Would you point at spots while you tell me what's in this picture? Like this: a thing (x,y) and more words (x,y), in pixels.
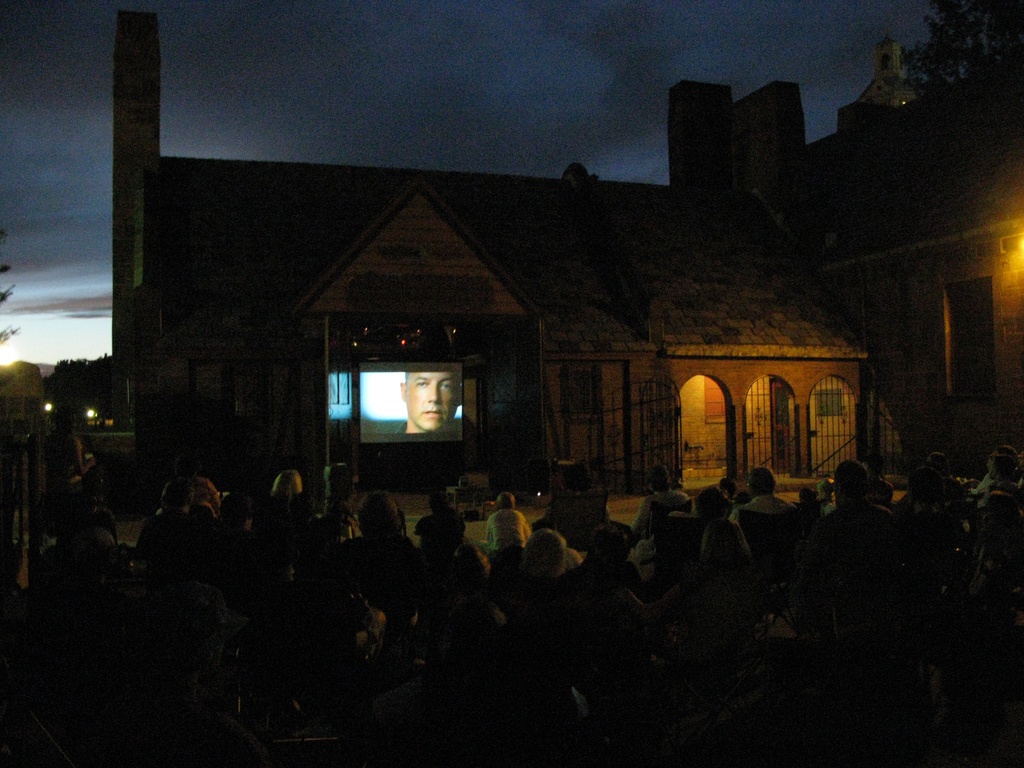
On the bottom of the image (292,697) we can see group of person (640,695) sitting on the chair (862,654). Here we can see projector screen (460,376) in that we can see a man (445,393). On the right (877,422) we can see a building (926,214). On the top (533,93) we can see sky (528,87) and clouds (514,91). On the left (103,404) we can see trees (105,389) and light (3,362).
